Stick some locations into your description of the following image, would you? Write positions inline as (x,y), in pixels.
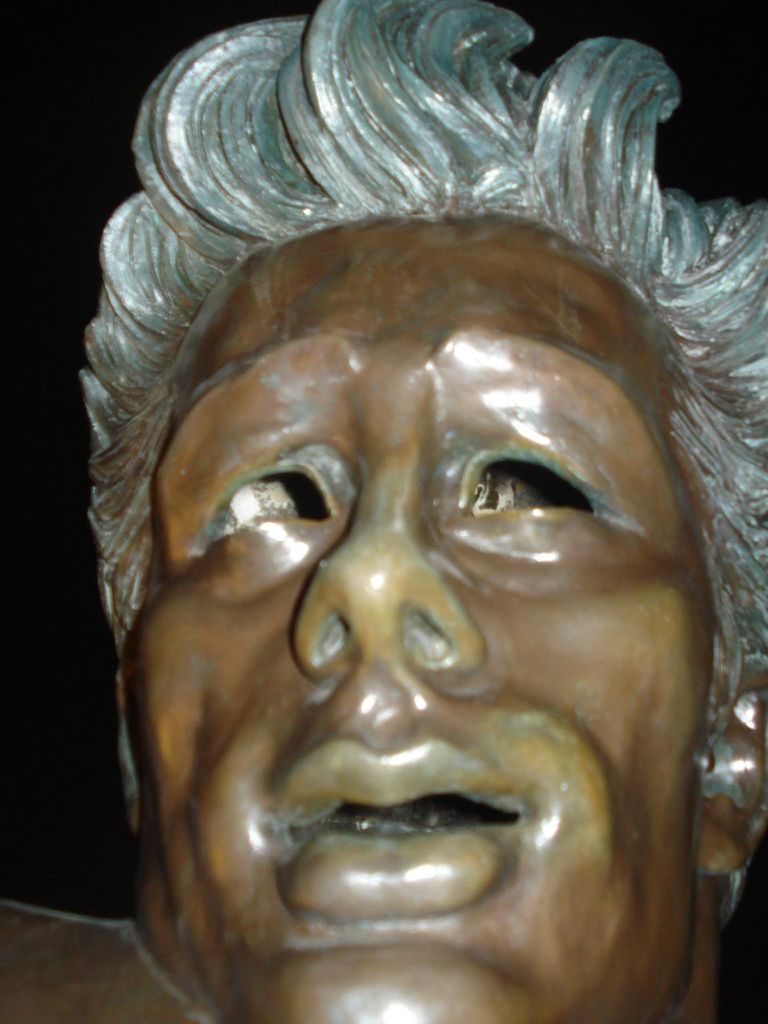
In this image there is a sculpture (455,689). In the image there is a face (378,364) on which there is white hair (299,168).
